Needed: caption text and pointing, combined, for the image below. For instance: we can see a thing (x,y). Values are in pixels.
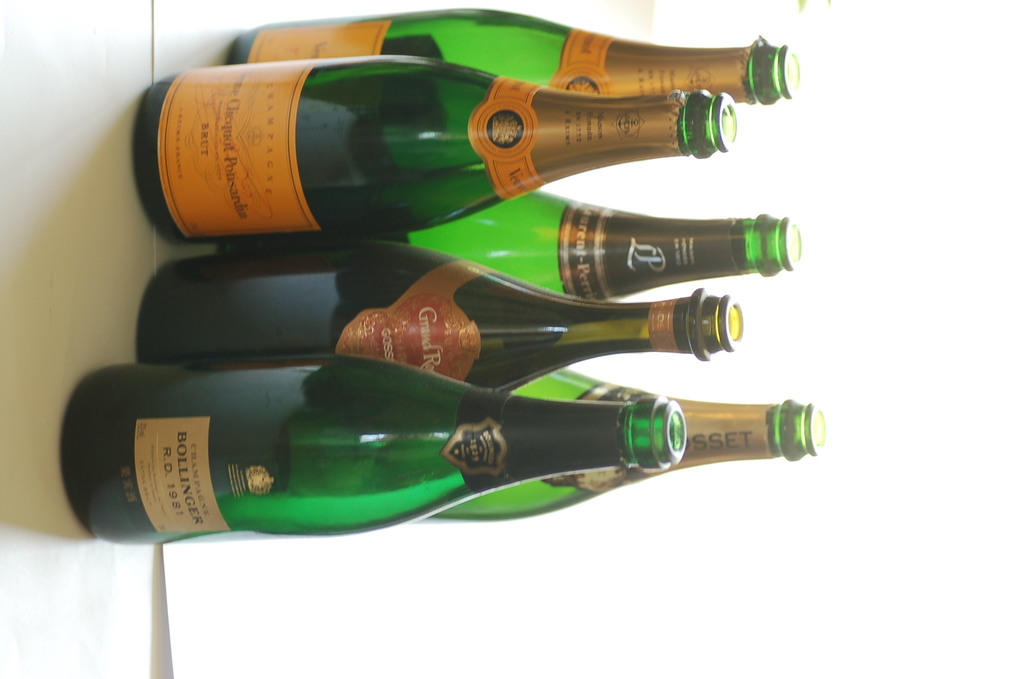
In this picture there are six bottles (417,329) placed on the table (51,301) which were opened.
